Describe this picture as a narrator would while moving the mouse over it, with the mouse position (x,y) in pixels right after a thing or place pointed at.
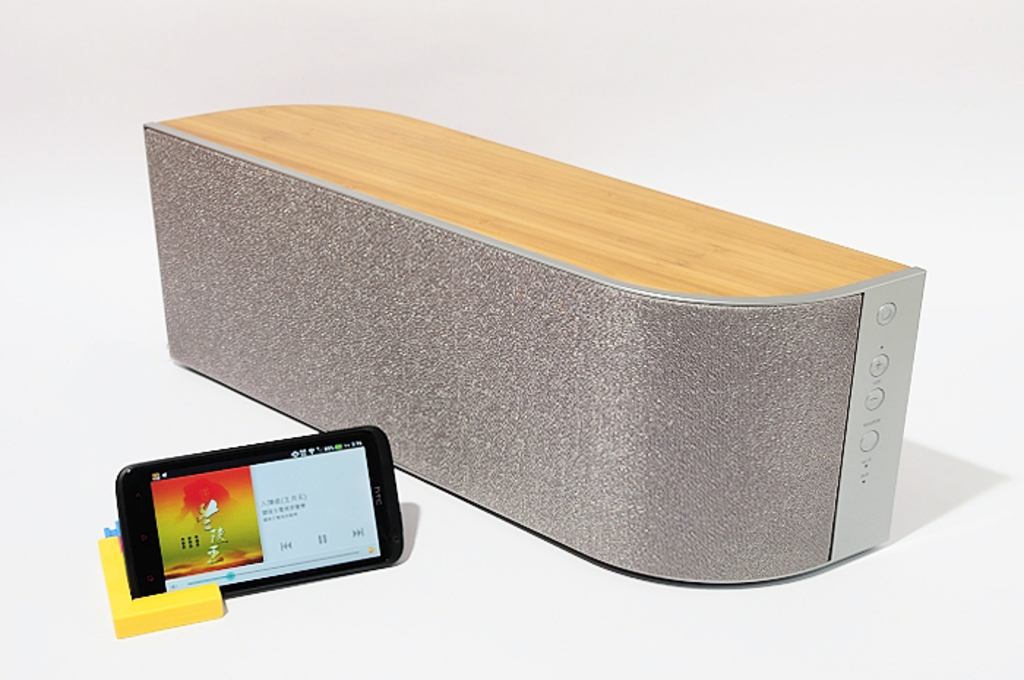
In this picture there is a speaker (496,304). Beside that we can see phone holder (163,607) and mobile phone (268,571). In the mobile screen (318,491) we can see a music player (304,491).
